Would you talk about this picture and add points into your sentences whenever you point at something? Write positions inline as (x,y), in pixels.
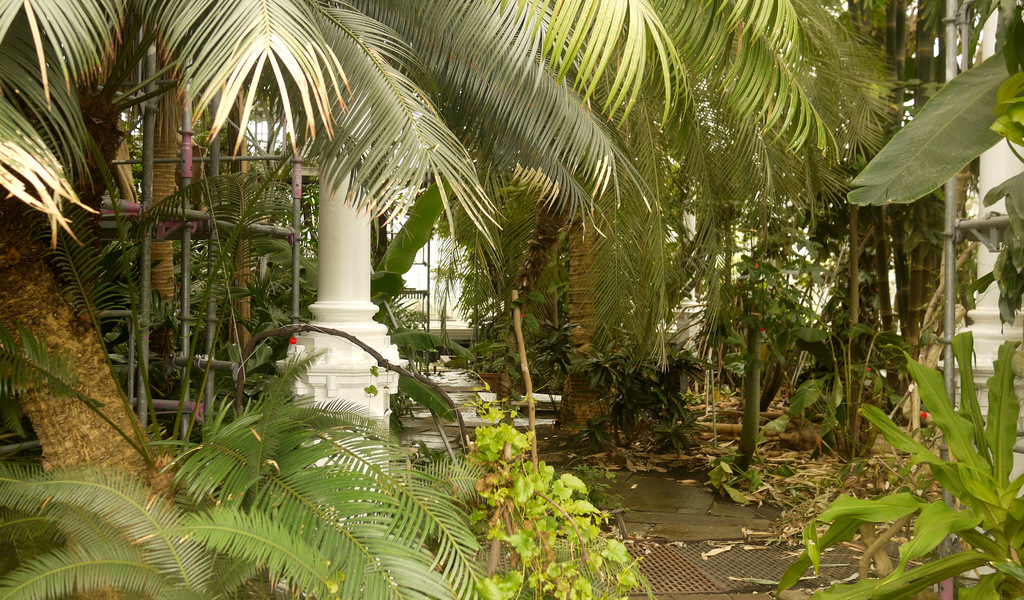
In the foreground of the picture (426,472) there are plants (266,488), trees (286,435), pole (144,274) and an iron frame (680,562). In the center of the picture (545,372) there are dry leaves (873,451), trees (461,233), iron frame (146,302) and other objects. In the background (438,263) there are trees (479,244), wall (425,283) painted white and ladder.
